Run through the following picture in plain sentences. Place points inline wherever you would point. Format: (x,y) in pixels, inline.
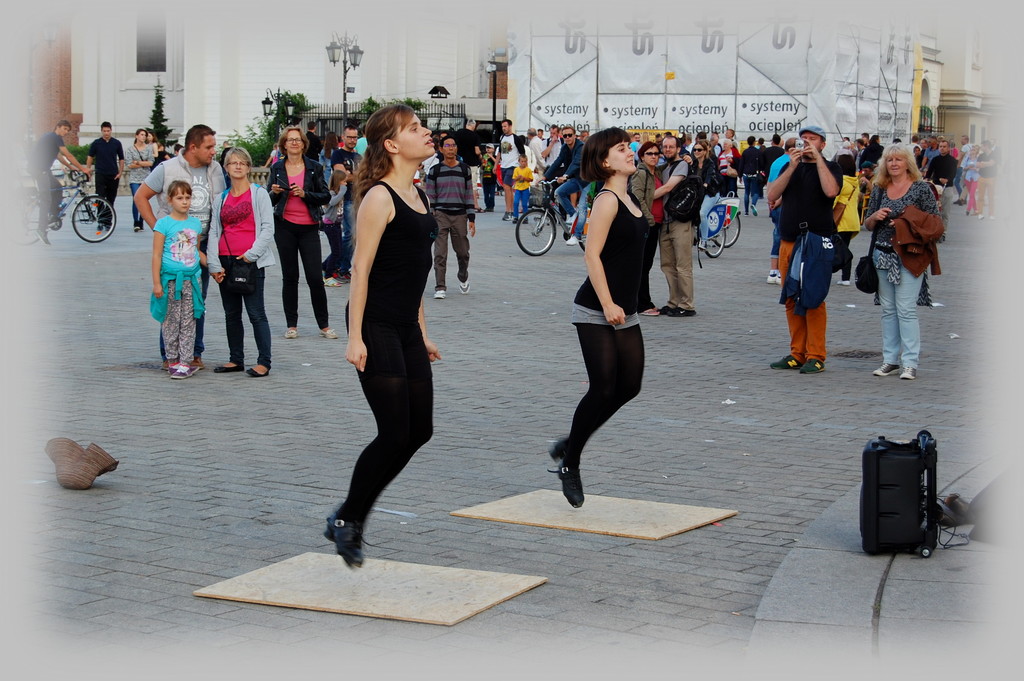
In this image I can see few people (219,234) are wearing different color dresses (619,356). In front (437,344) two people (595,151) are jumping and few people (574,157) are riding the bicycles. Back I can see few buildings (137,100), light poles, fencing (360,122), trees (157,98) and few objects (72,466) on the ground (855,457).
